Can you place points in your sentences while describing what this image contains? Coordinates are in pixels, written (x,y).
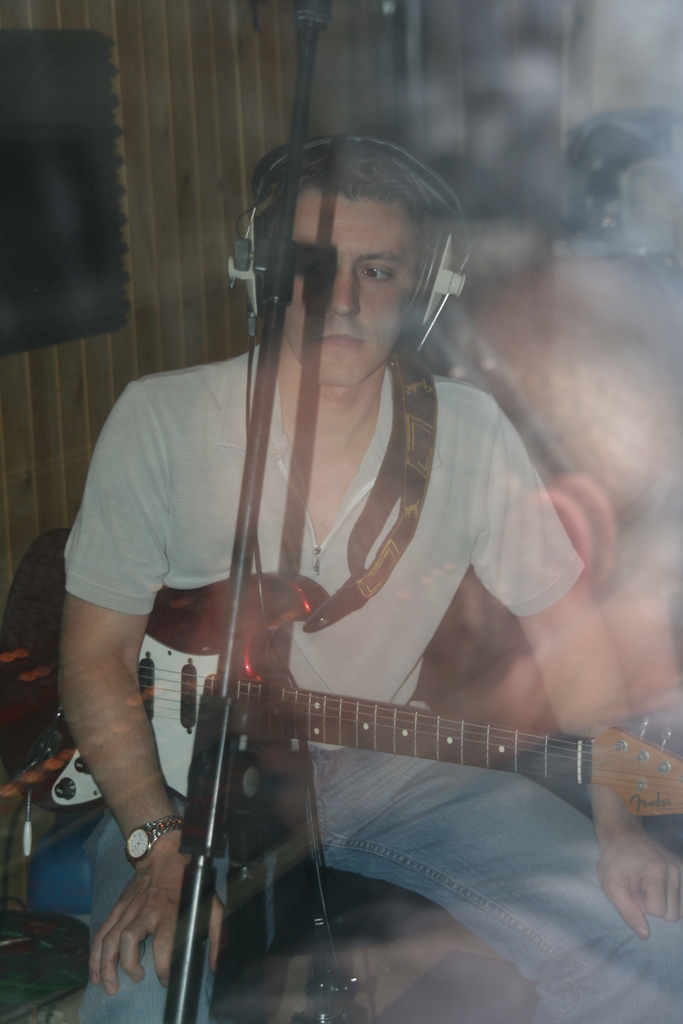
In this image i can see a man (496,553) sitting and holding a guitar (346,744) there is a stand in front of him at the back ground (239,201) i can see a wooden wall (188,211).
